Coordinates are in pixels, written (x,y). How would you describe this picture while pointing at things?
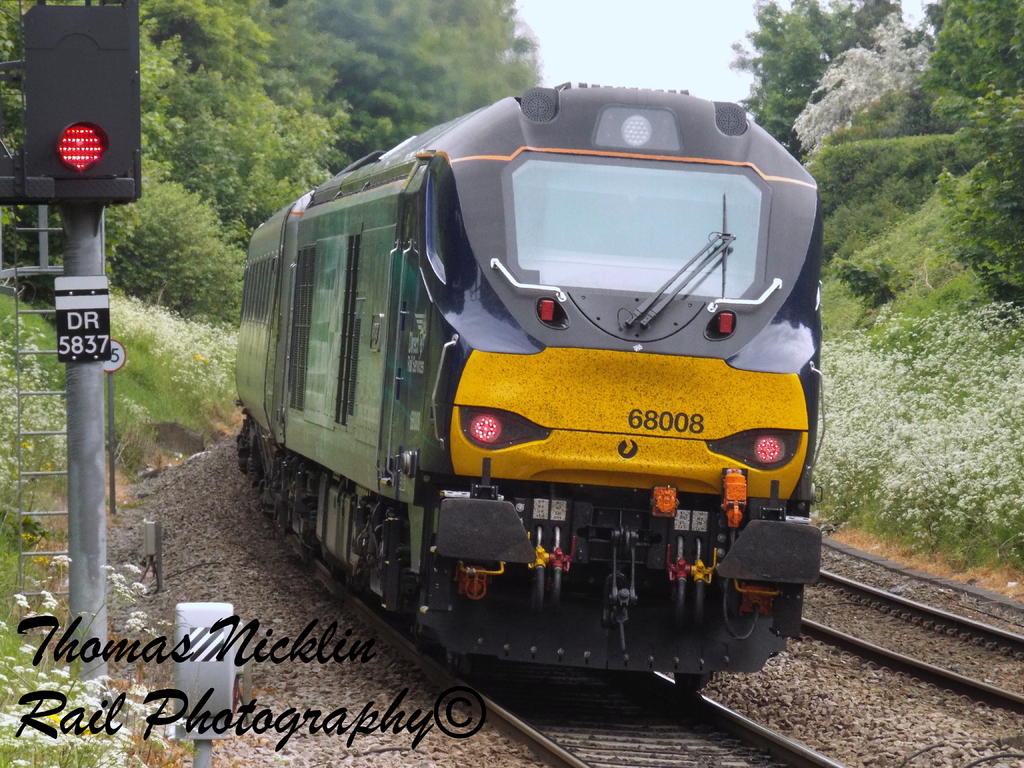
Here we can see a train (724,626) on the railway track (563,711) and on the left (65,260) we can see a signal pole (61,121), ladder (37,313) and some metal items (154,559). In the background (787,69) there are trees (412,33), plants (7,440) with white flowers (892,407) and sky (555,71).
